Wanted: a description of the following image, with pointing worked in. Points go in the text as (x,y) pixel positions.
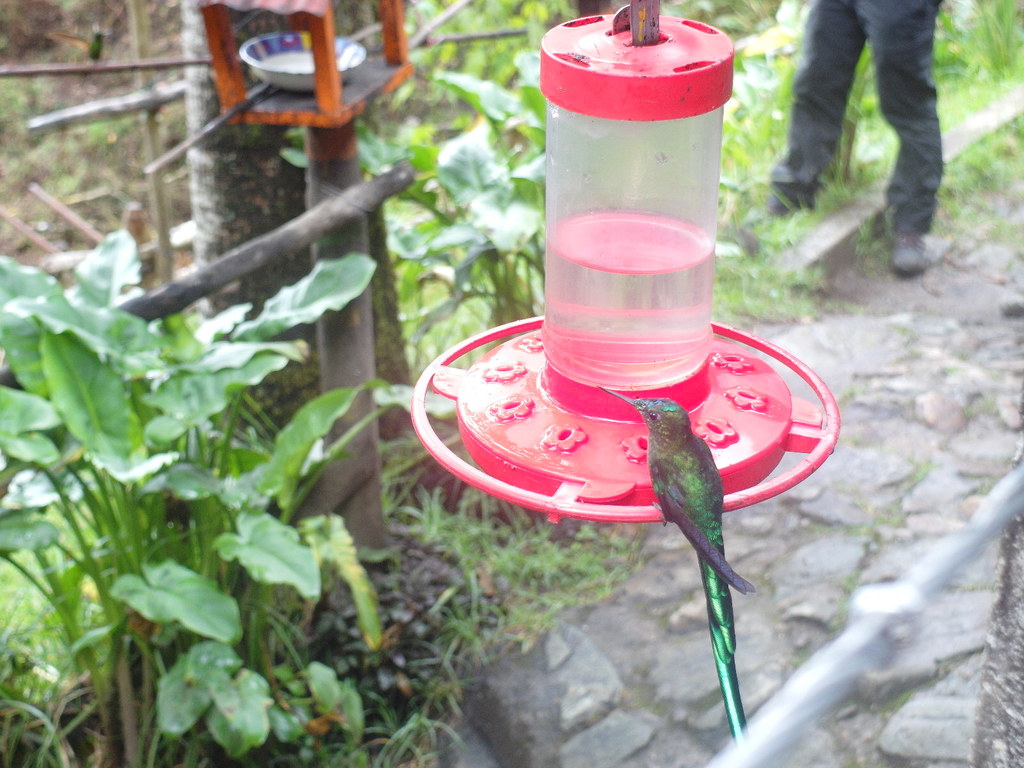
In this image in the front (611,332) there is a bird (667,493) sitting on the stand (605,383) which is red in colour. In the center (502,267) there are plants (205,392), there's grass (414,499) on the ground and there is a stand (337,107) and on the stand (323,85) there is a bowl (301,67). In the background (809,56) there is a person (841,68) standing and there are plants (742,23), there's grass (992,60) on the ground (1004,30). In the center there is a tree trunk (267,198).
